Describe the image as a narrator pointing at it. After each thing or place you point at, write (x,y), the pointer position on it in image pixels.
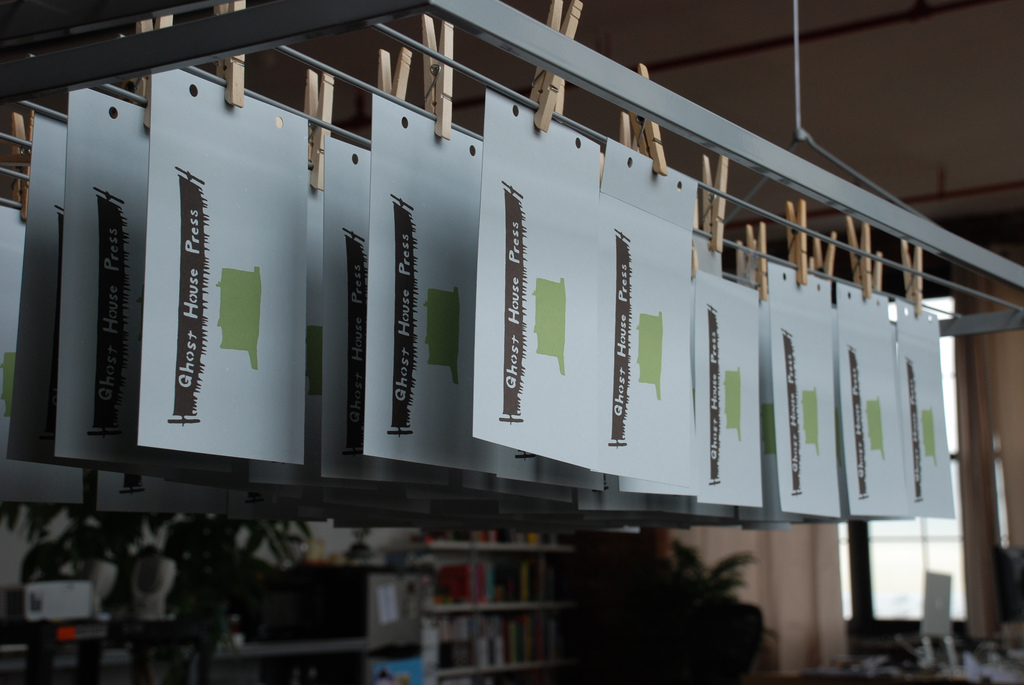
In this image there are few cards (472,410) which are hanged to the poles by keeping the clips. On the cards (545,299) there is some text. In the background (898,554) there is a window (888,572). Beside the window (874,570) it looks like there are racks (468,614) on which there are books (525,652).
